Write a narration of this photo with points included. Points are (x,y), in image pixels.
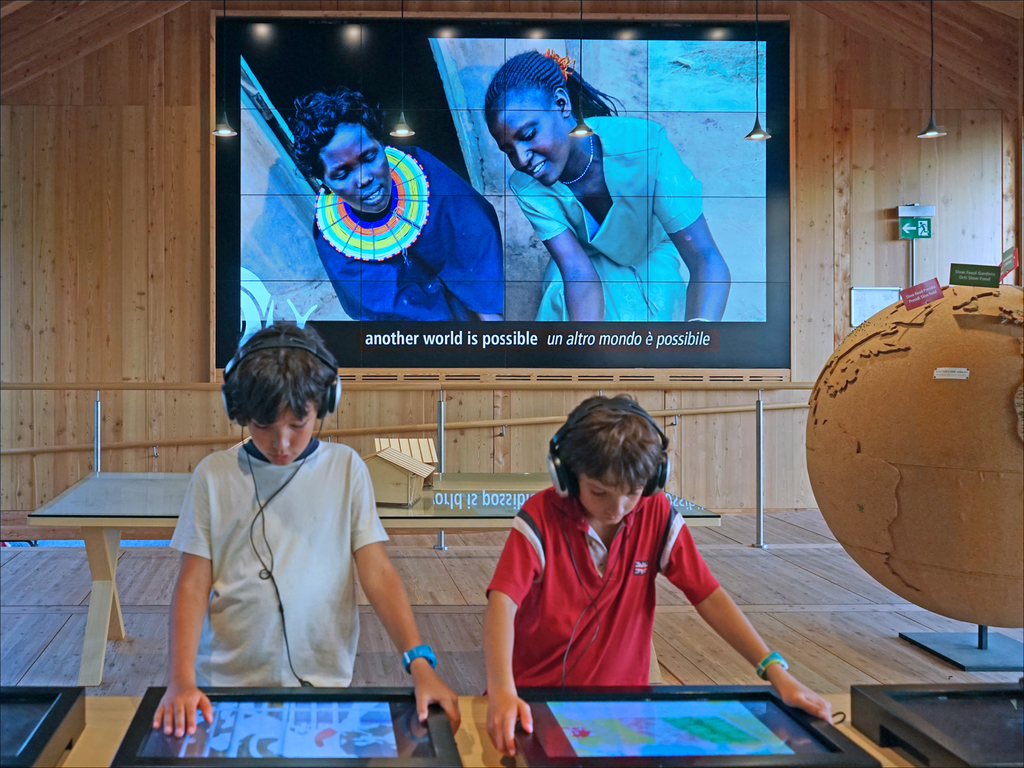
In this image I can see two children (340,587) wearing white and red colored dresses (520,553) are standing in front of a desk (468,710) and on the desk (473,719) I can see few screens (285,724). I can see they are wearing headsets (555,469). In the background (836,454) I can see a globe (907,460) which is brown in color, the cream colored wall (879,258), a huge screen (674,139), few lights (234,135), a table (133,488), few boards (935,288) and few miniatures (407,453) on the table (456,489).
